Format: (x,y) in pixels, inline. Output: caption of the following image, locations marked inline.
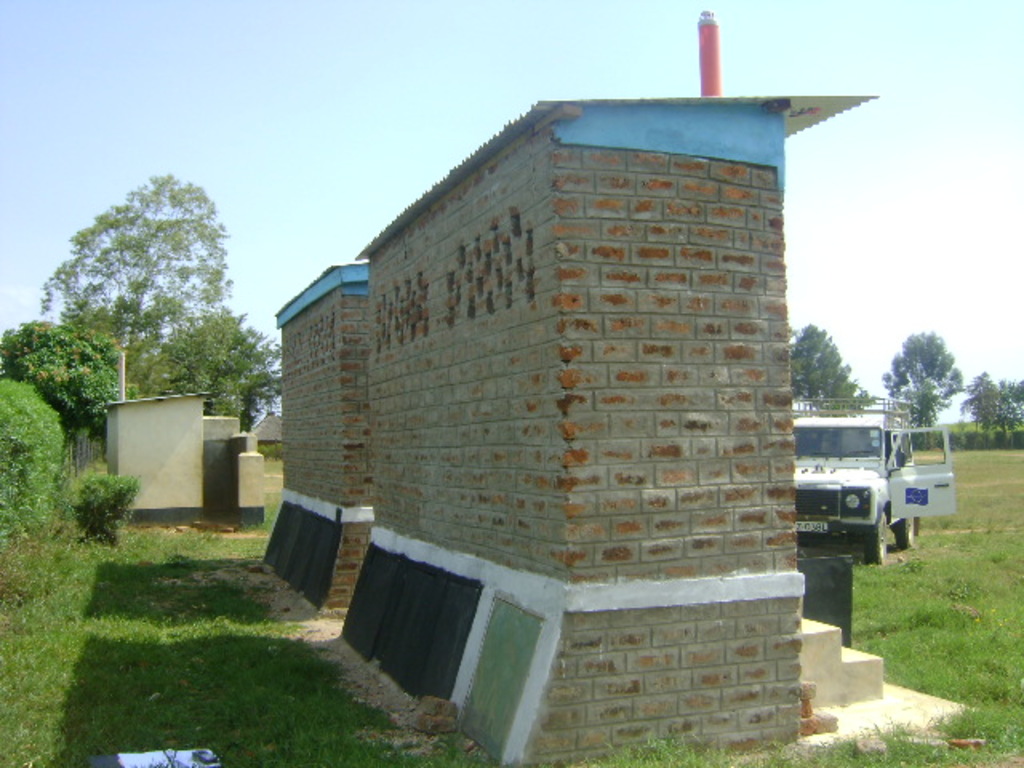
There are some small buildings (351,495) present as we can see in the middle of this image (378,468). There is a grassy land (84,544) at the bottom left side of this image (91,577) and at the bottom right side of this image (934,547) as well. There is a vehicle (894,443) and some trees (828,394) are present on the right side of this image (919,417). There are some trees (217,356) are present on the left side of this image (182,380) as well. There is a sky (378,149) at the top of this image (850,145).
